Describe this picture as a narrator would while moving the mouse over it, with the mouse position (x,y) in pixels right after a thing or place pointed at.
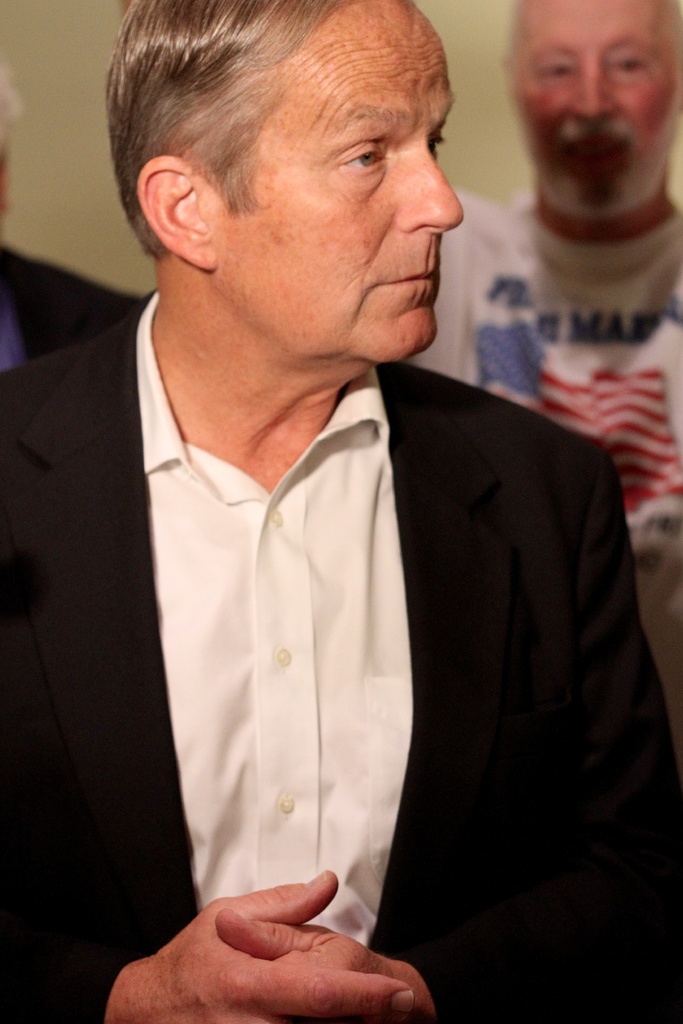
In this picture, we can see a few people (396,482), and we can see a person (389,251) in the front (406,608) is highlighted and we can see the blurred background (453,307).
